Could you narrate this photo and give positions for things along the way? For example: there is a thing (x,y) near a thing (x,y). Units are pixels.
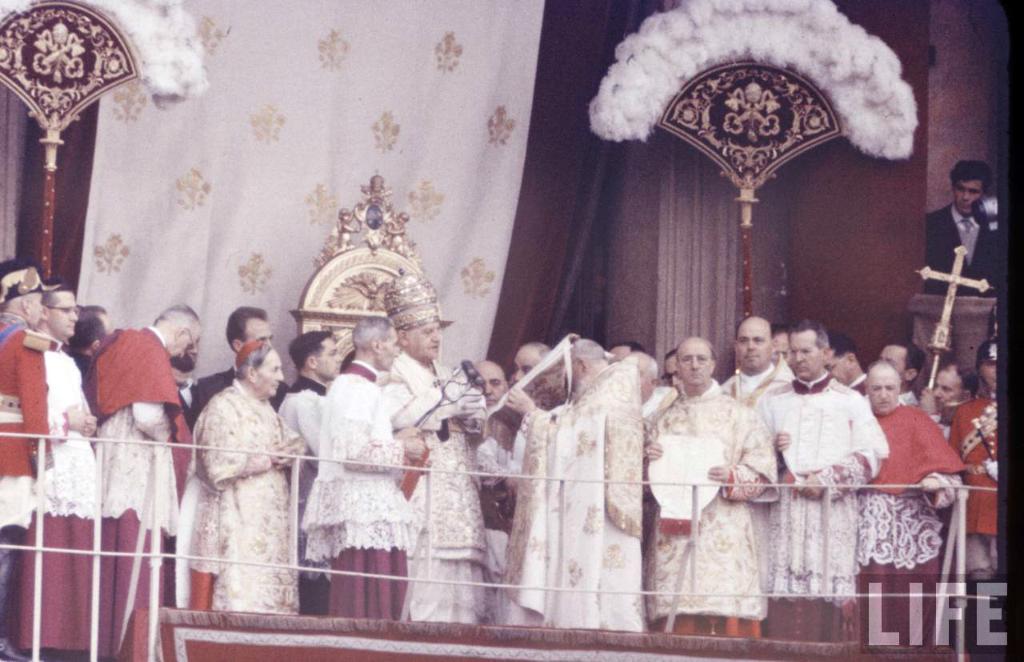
In this image, there are some persons (533,435) standing and wearing clothes (84,395). There is a hand fan (63,81) in the top left (172,41) and in the top right of the image (760,113). There is a person (963,399) on the top right of the image (947,203) holding a cross (936,364) with his hand (925,402).
